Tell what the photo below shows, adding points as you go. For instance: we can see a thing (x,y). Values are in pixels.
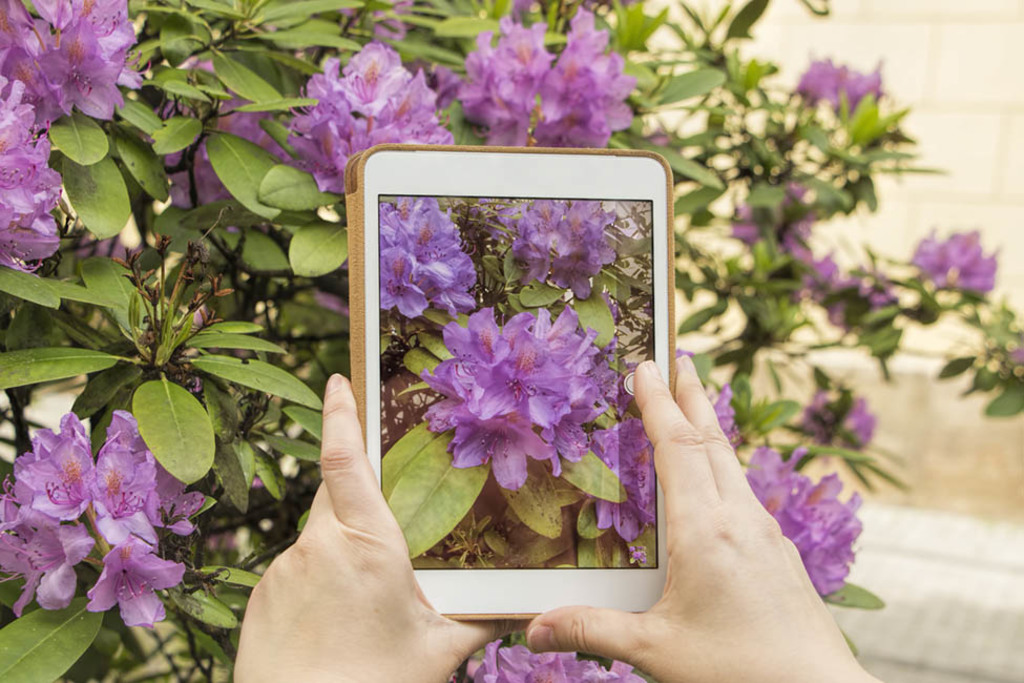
In this picture we can see the hands (348,532) of a person (385,597) and the person (399,603) is holding a tab (537,396). Behind the tab (381,198), there is a tree (124,217) with flowers (102,111). Behind the tree (330,86), there is the blurred background (915,583).
